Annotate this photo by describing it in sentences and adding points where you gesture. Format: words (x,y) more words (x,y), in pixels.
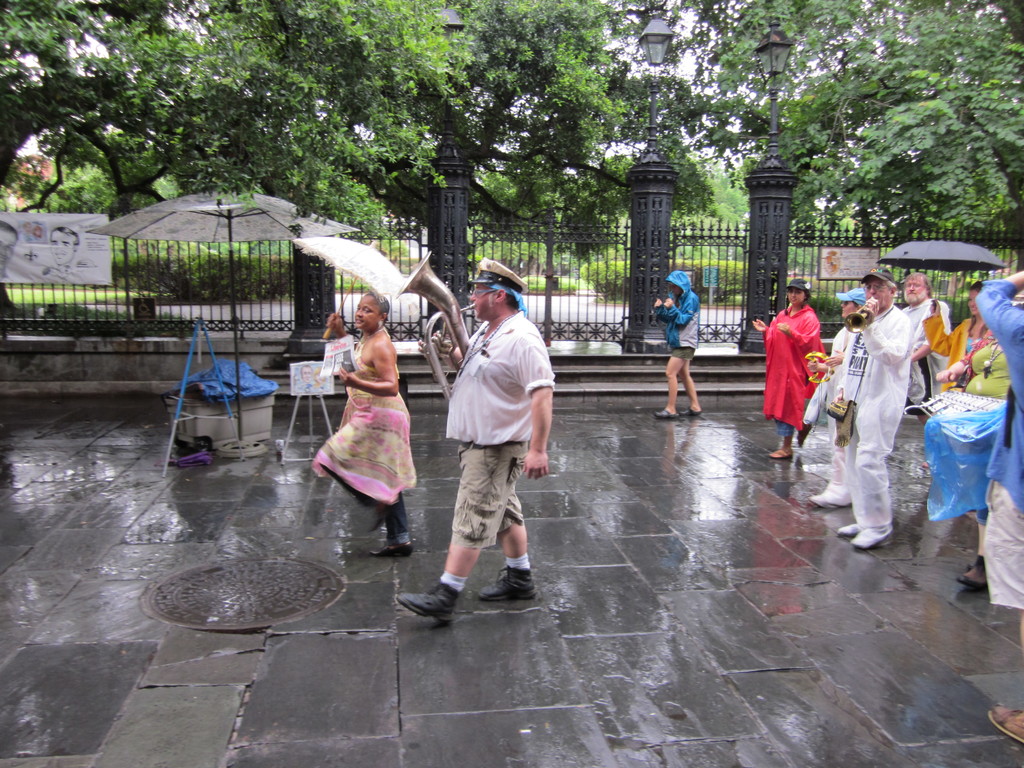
In this image we can see a person (490,360) is walking and playing some musical instrument (443,321). He is wearing white shirt (488,397) with shorts (484,518). Beside one lady (387,437) is dancing by holding umbrella (345,261) in her hand (331,320). Right side of the image (846,452) people (792,401) are standing and few people (845,360) are playing music. Background of the image (509,237) grille (573,235) is present with light pillars (649,52) and trees (397,73) are there. Left side of the image (211,380) one umbrella (231,222), under the umbrella (248,222) some things (220,402) are there.
